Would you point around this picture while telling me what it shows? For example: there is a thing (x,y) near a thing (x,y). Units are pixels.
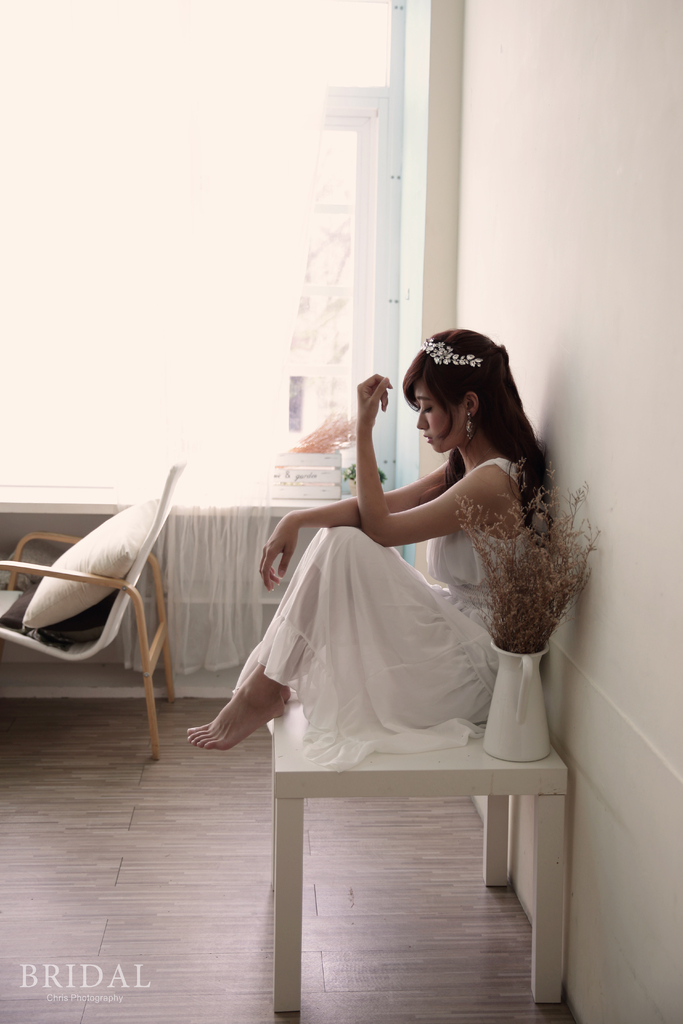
In this image we can see a woman (420,507) is sitting on the table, and at back (603,28) her is the wall (559,80), and here is the pillow (129,553).
